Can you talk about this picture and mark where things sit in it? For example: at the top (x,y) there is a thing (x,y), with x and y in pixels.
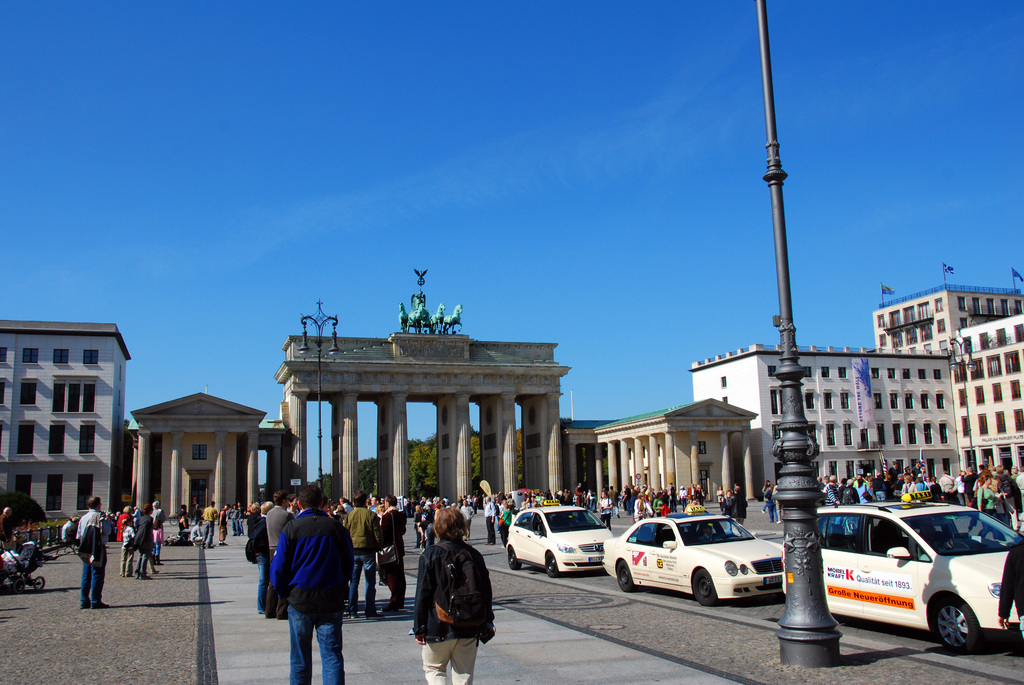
In the foreground of the picture (308,514) we can see people (208,525), cars (690,513), pole (797,555), road (585,585) and other objects (21,571). In the middle of the picture (391,412) there are buildings (465,427) and trees (476,453). At the top (368,125) there is sky (365,218).
